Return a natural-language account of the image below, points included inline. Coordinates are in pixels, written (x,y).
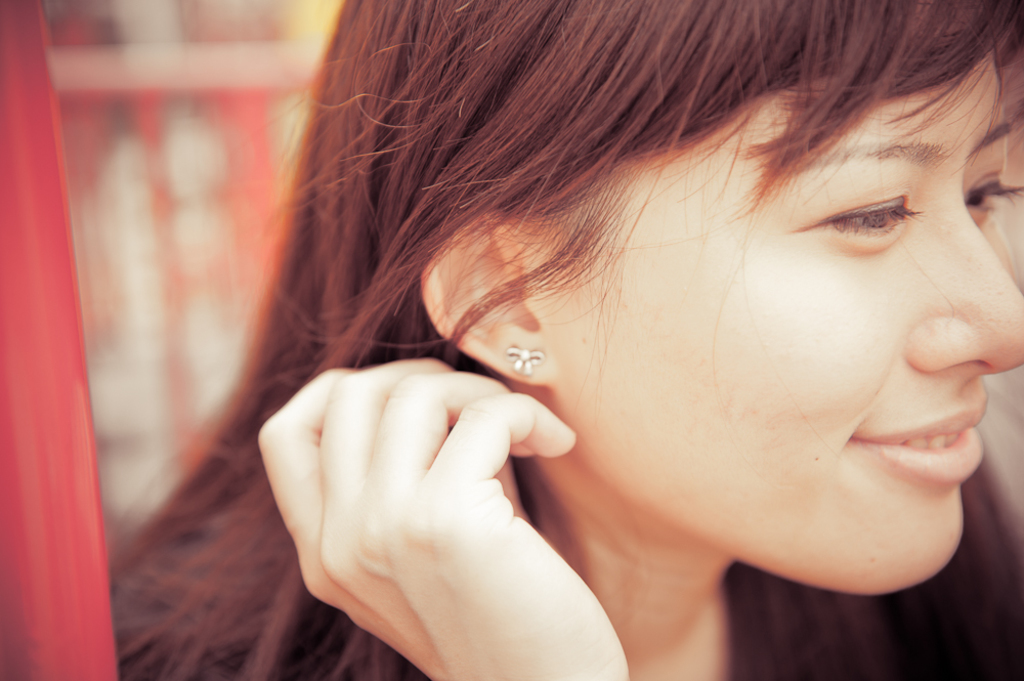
In this image we can see a person (364,370). The background of the image (191,385) is blurred.
